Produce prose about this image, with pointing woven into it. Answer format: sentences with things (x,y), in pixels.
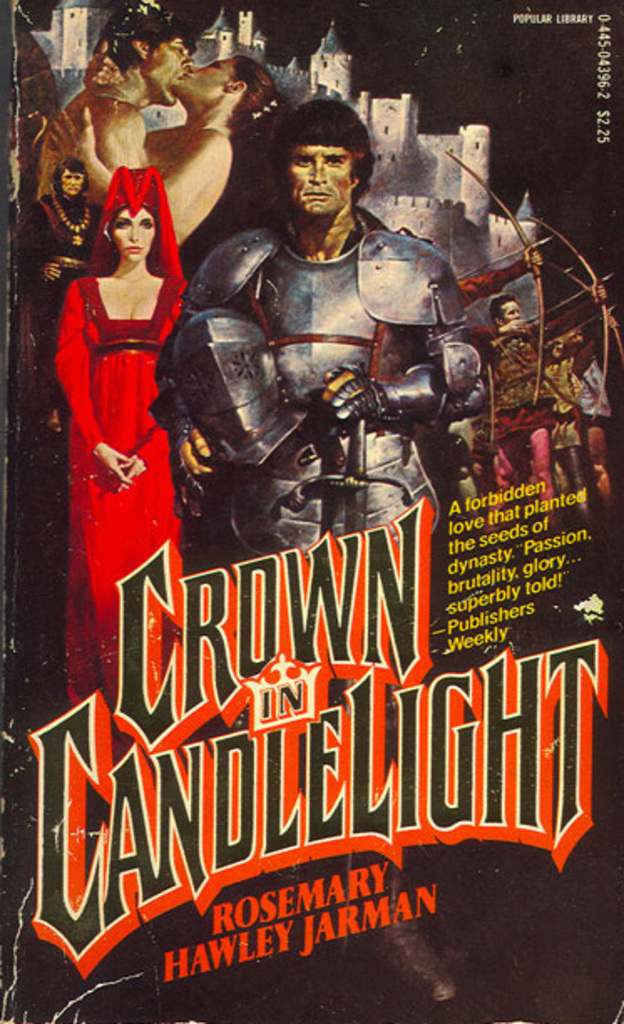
In this image we can see a poster (279,267). And we can see some pictures (174,60) and some text (409,702) is written on it.
